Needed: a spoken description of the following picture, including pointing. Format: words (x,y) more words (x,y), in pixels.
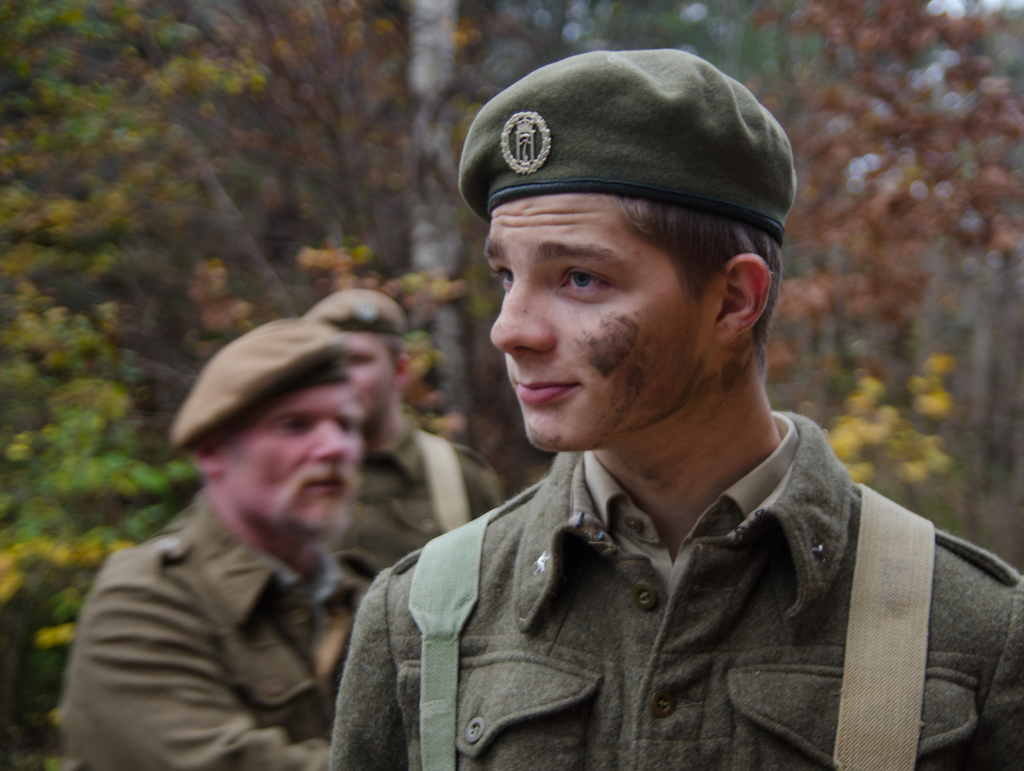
In this image we can see man (671,284) standing. In the background (229,238) we can see trees (217,227).
